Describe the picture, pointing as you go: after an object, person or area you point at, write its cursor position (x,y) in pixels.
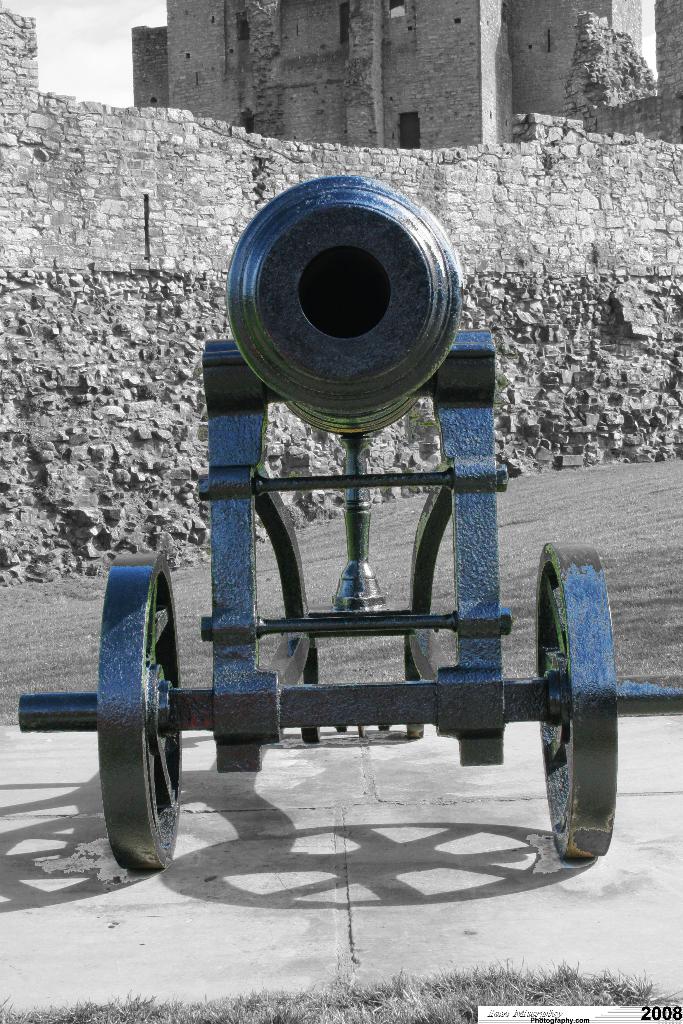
In the picture we can see a cart (479,716) with a bullet pipe (280,297) and it is placed on the path (66,849) and behind it, we can see an old wall (597,288) and behind it, we can see an old building (358,92) and beside it we can see a part of the sky (94,72).
